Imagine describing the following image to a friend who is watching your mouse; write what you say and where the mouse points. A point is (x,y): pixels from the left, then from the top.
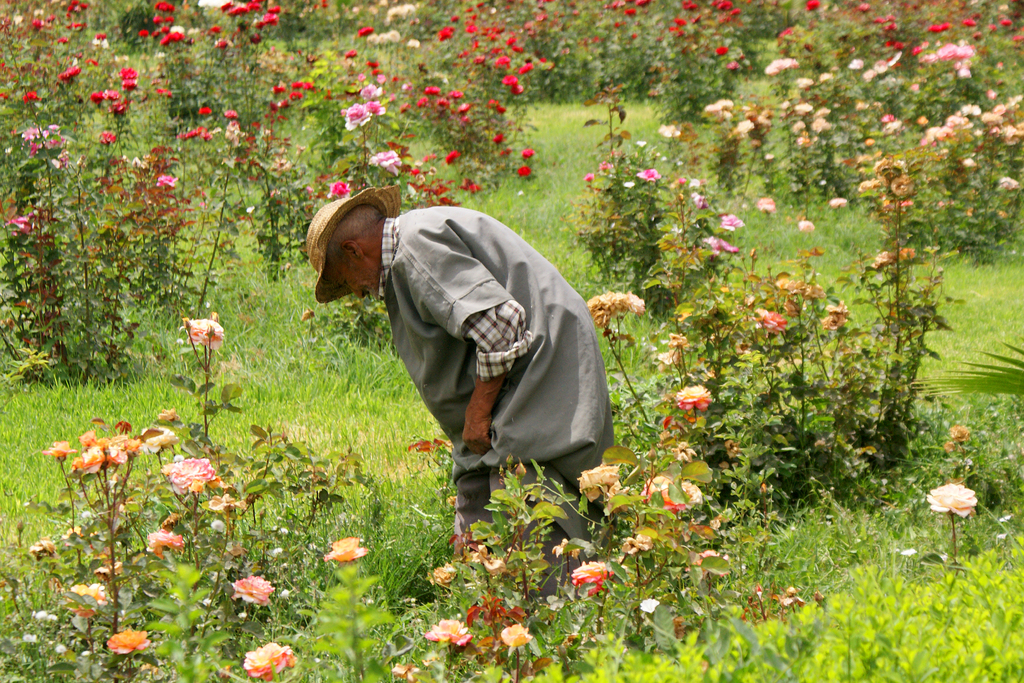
In the center of the picture (428,250) there is a person (483,352). In this picture there are plants (338,141), roses (516,86) and grass (377,526).
